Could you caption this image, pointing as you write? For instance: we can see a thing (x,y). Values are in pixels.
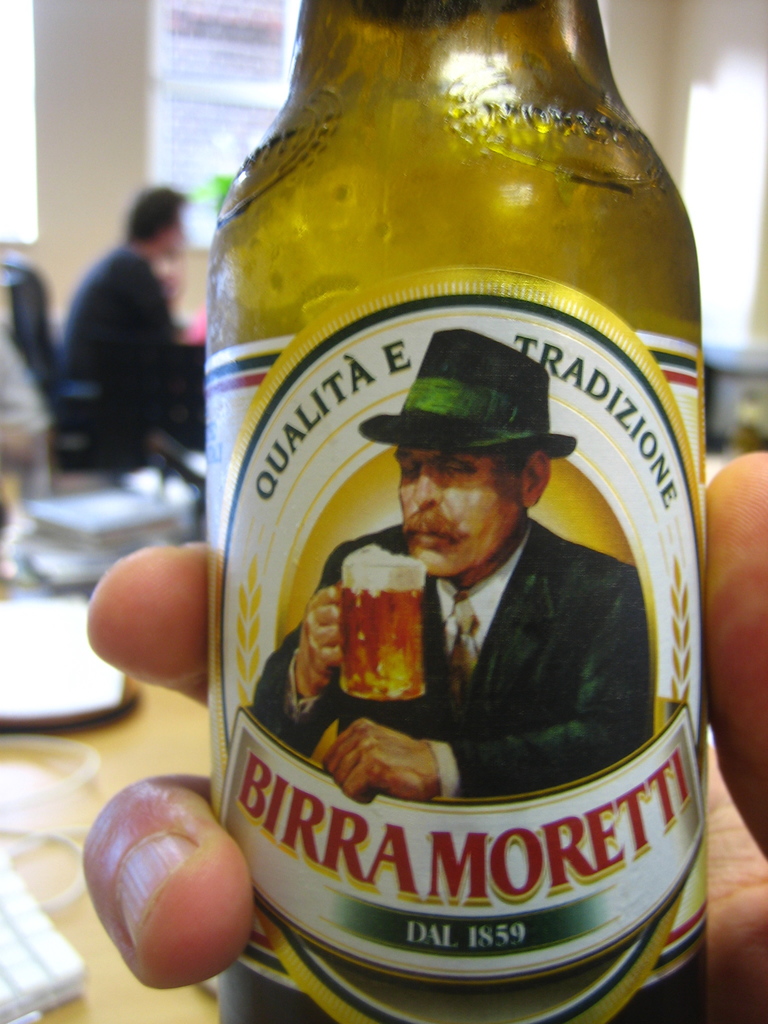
this picture is consists of a cool drink bottle (429,594), which is placed in some ones hand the word (303,798) which is written on the bottle (472,744) is birra moretti.
